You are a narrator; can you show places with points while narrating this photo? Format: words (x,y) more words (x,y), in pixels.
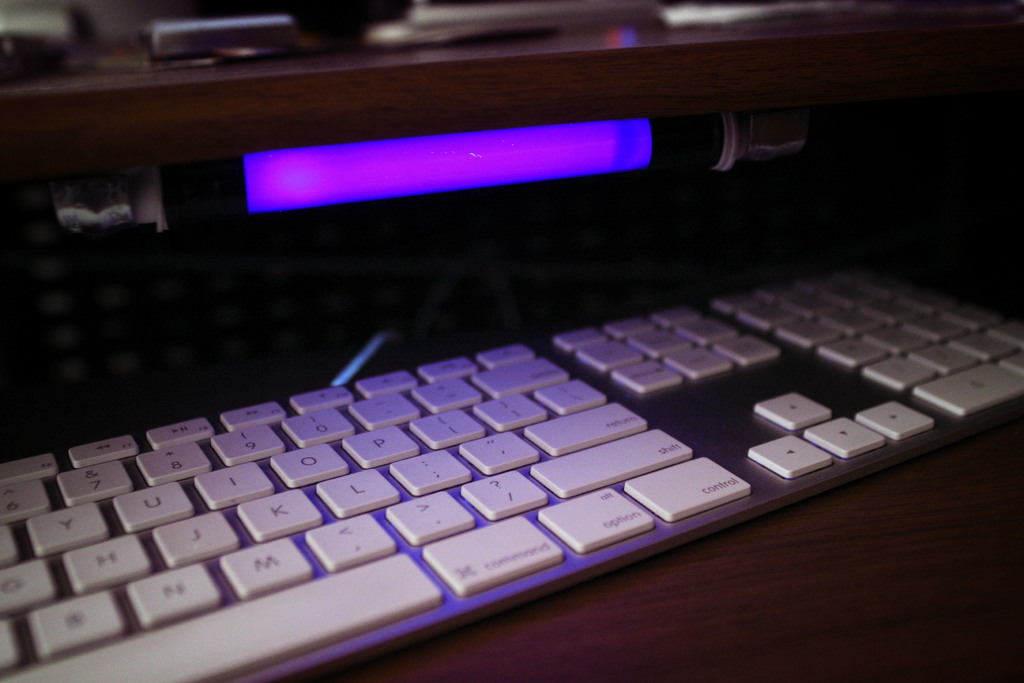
In this image I can see there is a keyboard (453,540) in white color. In the middle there is the light (439,162) in brinjal color.
